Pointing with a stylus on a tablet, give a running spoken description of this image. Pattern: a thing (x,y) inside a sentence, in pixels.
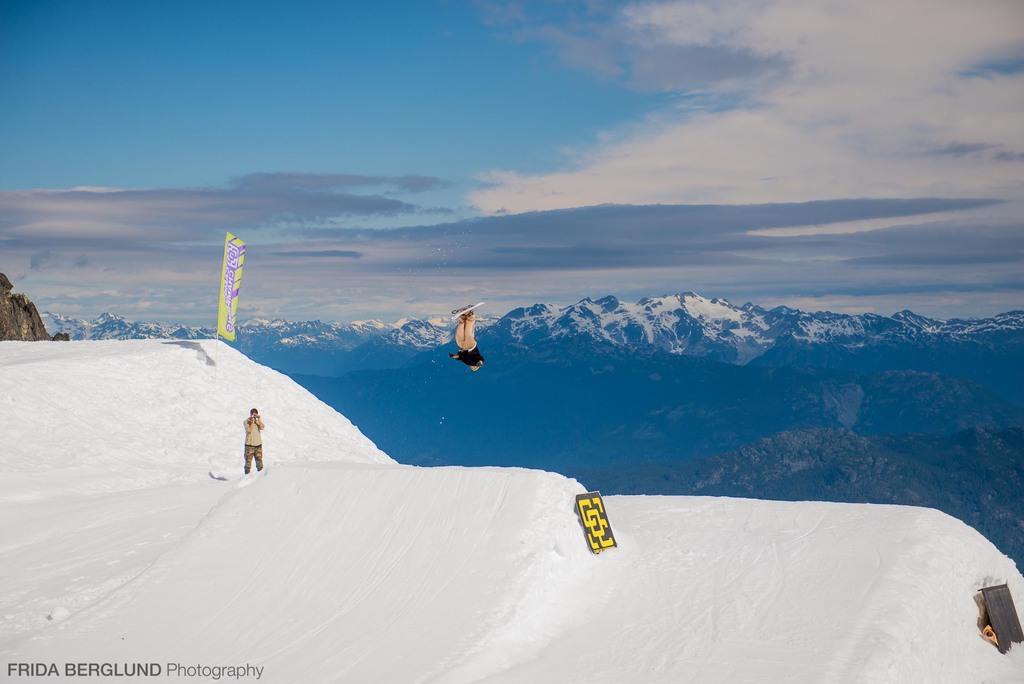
In this image I can see few mountains (505,339), banner (225,284), few boards (1011,619), snow (604,599) and one person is standing. One person (474,351) is in the air. The sky (467,75) is in blue and white color.
